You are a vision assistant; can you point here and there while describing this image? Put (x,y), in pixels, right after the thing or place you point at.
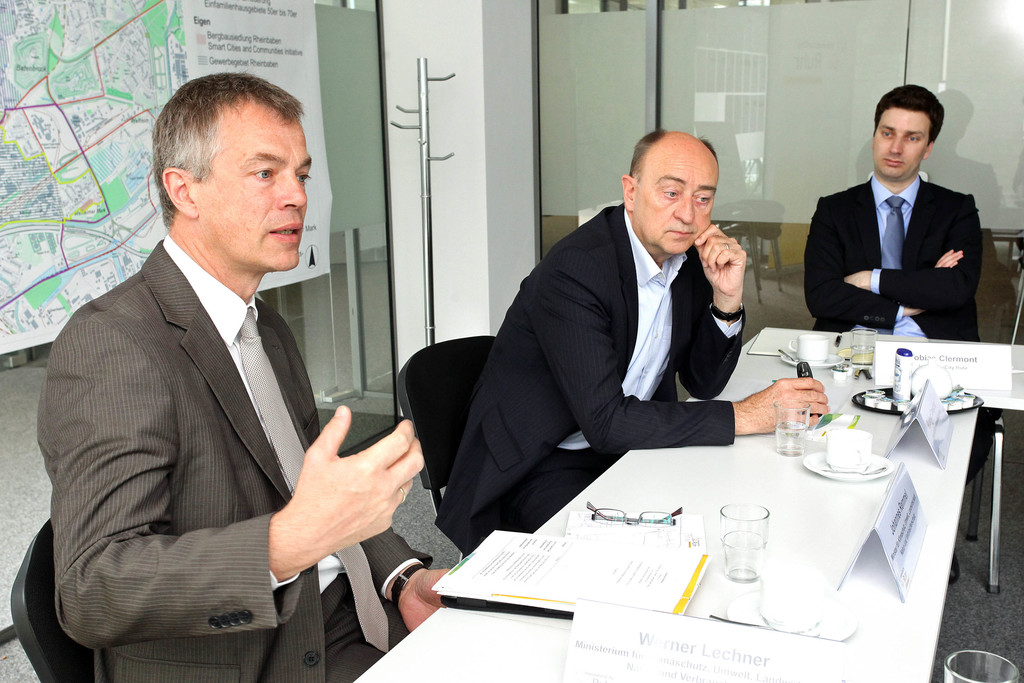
This is an inside view of a room (520,125). Here I can see three men (143,465) wearing suits (114,500), sitting on the chairs (33,617) facing towards the right side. In front of these people (562,384) there is a table (744,468) on which I can see glasses (798,418), spectacles (601,516), papers (623,546), name boards (907,530), a tray (877,398), tea cup (819,359) and some other objects (936,377). The man (206,440) who is on the left side (156,496) is speaking. At the back of him there is a board (31,200) on which I can see some text (223,56). In the background (497,54) there is a wall (502,179) and glass (741,85).
